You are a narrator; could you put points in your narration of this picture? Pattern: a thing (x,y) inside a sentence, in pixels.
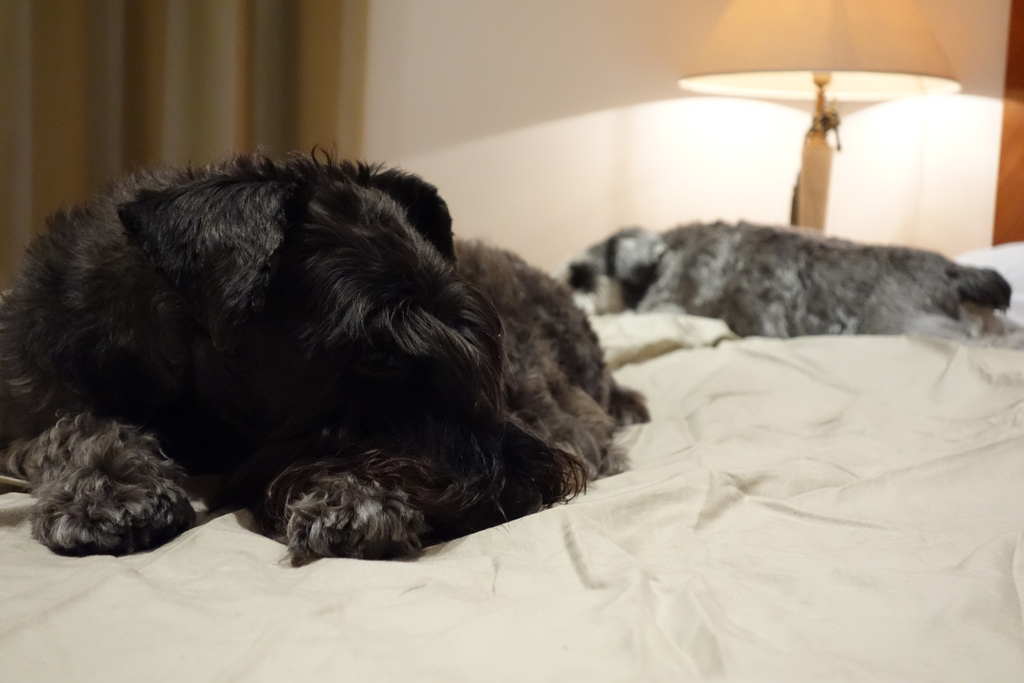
In this image I can see two animals (556,288) laying on a bed (712,557). In the background (826,42) there is a lamp (795,70) and a curtain (222,102) to the wall (453,88).
